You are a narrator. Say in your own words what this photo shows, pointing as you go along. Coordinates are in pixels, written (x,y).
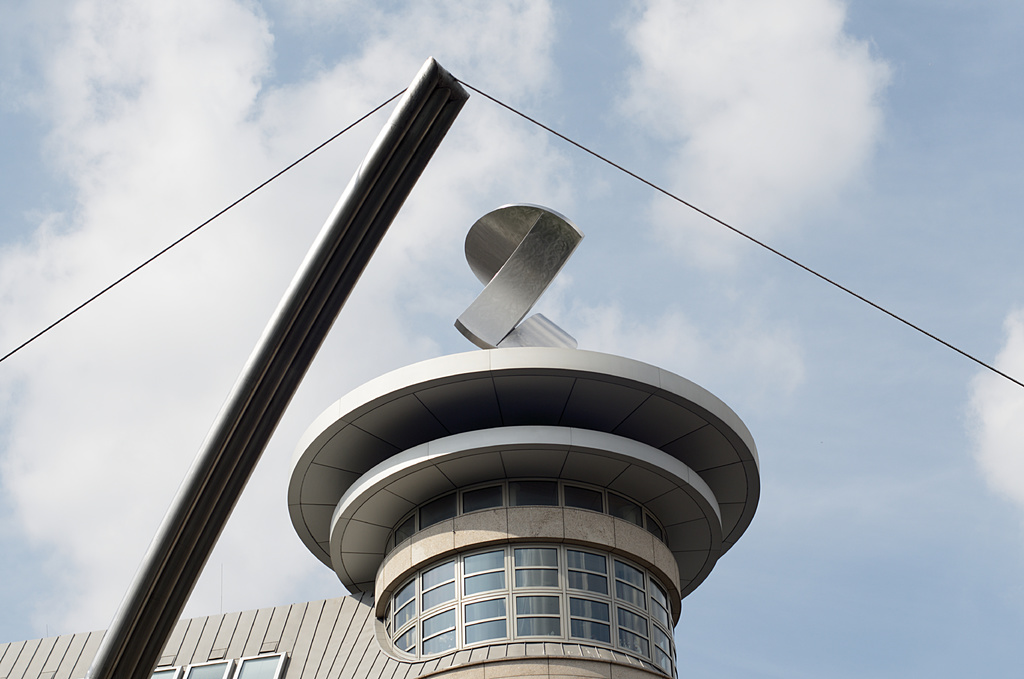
In this picture we can see the buildings (525,551). At the top (573,143) we can see the wires (462,82) which is connected to this pole (166,595). On the left (116,466) we can see sky (962,276) and clouds (78,274). At the bottom (253,677) we can see the windows (214,671).
